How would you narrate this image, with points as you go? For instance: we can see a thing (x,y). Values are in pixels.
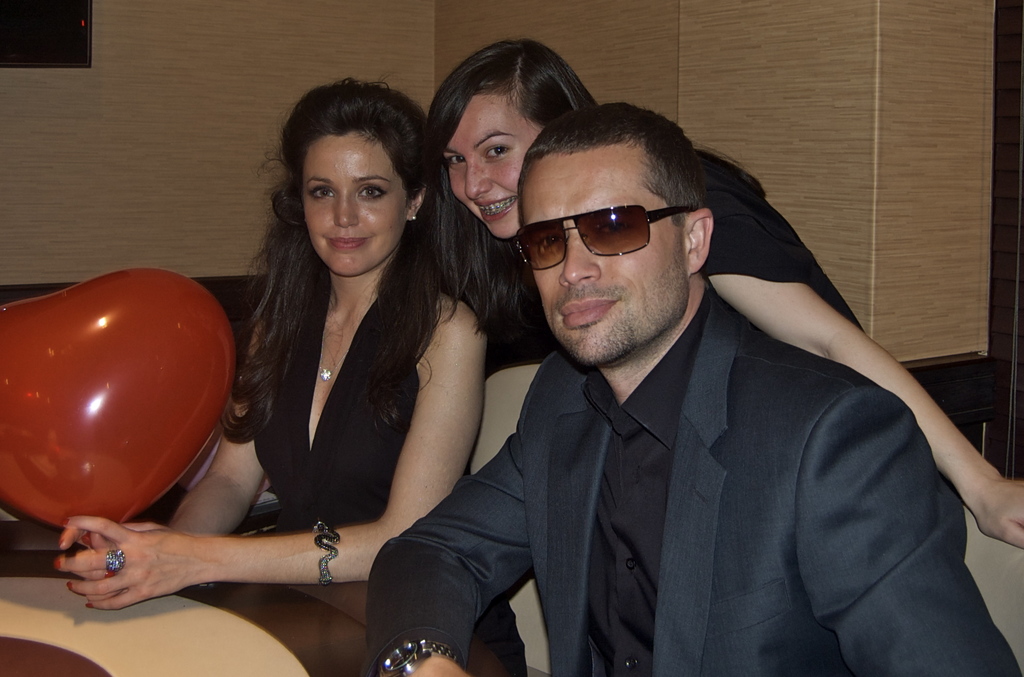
3 people (635,165) are present in a room (1001,268) wearing black dress (383,449). 2 people (858,395) are sitting. The person (873,396) at the right (692,215) is wearing goggles (645,218) and the person (396,295) at the left (97,338) is holding a red balloon (52,348).
